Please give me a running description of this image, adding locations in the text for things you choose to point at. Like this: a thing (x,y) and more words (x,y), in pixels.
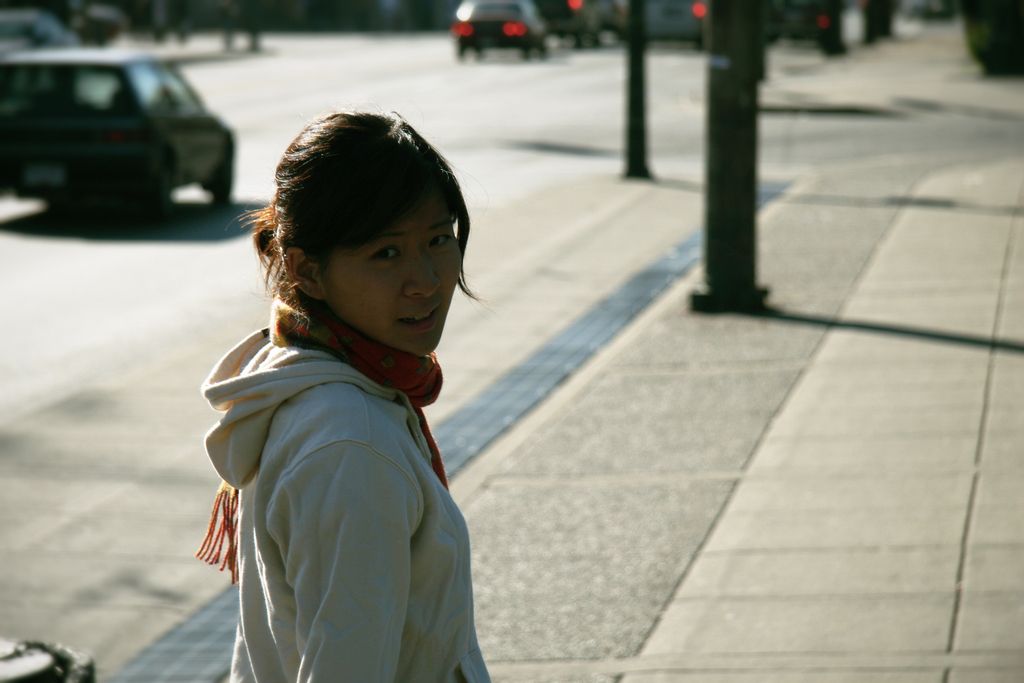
In this picture, we can see a lady (327,262) highlighted, we can see the ground (683,436), vehicles (556,40), road (374,53), poles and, we can see the blurred background (187,185).
